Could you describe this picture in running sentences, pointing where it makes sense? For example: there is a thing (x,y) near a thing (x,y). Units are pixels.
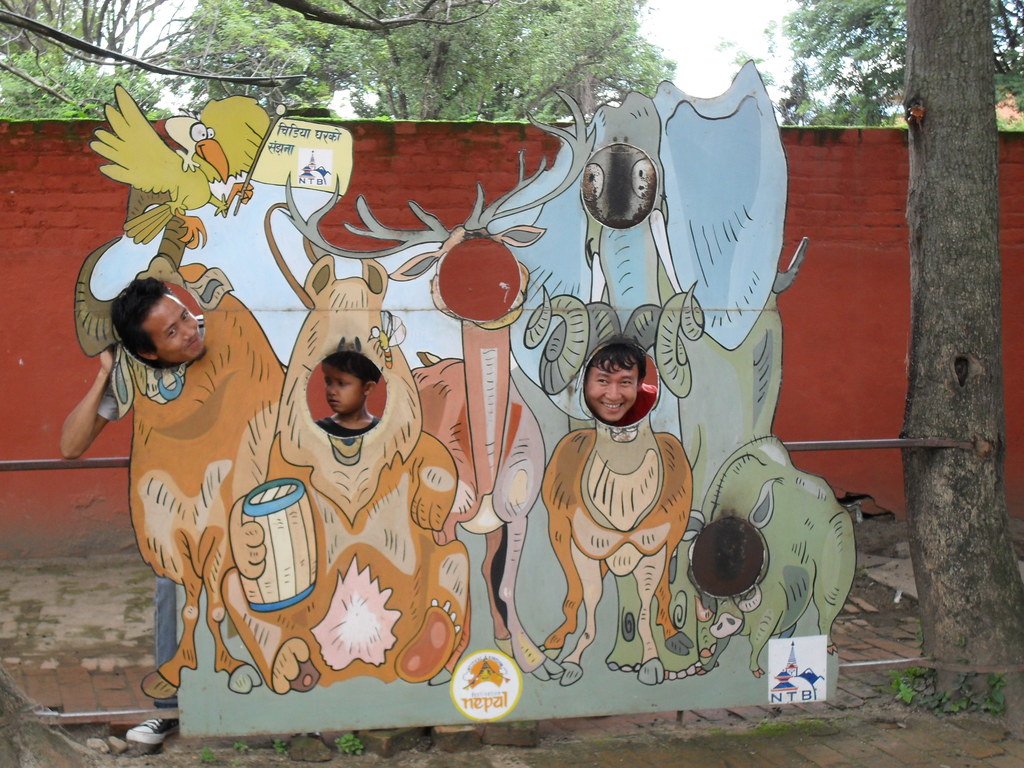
In this picture there is a poster (676,376) in the center of the image (434,411), on which there are animals (825,510) and there are people (196,330) behind the poster (641,432), there is a trunk (956,432) on the right side of the image (924,412) and there are trees (543,76) at the top side of the image (450,57).
